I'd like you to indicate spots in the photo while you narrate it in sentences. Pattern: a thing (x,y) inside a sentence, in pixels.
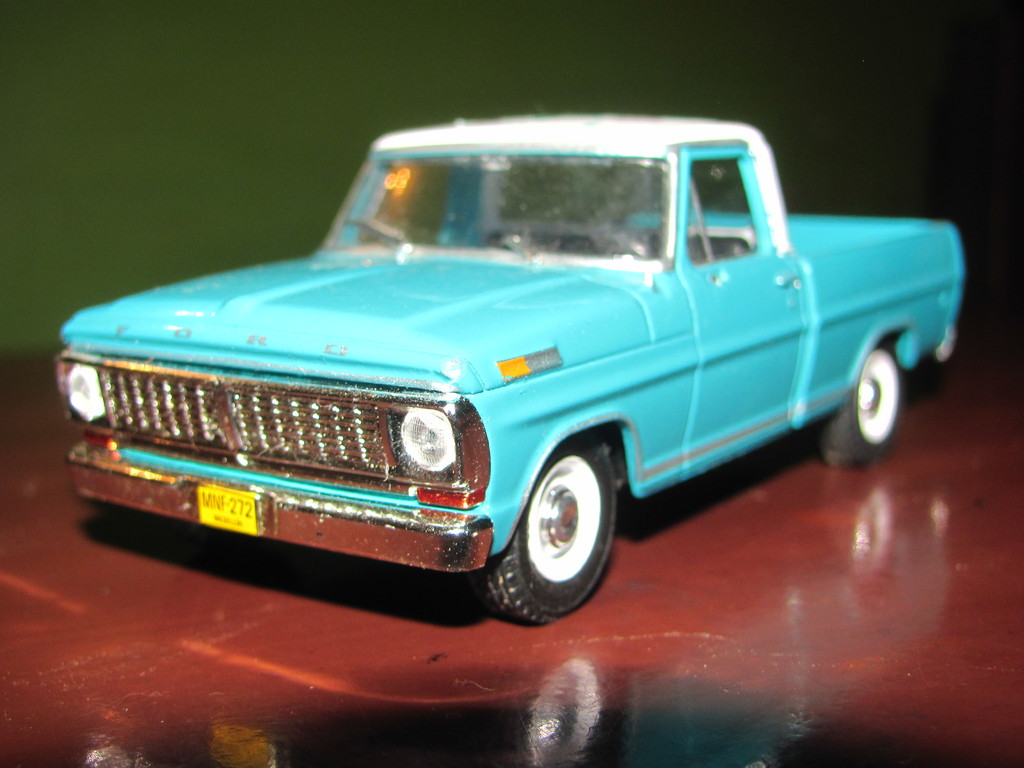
In this image there is a small blue color toy car (641,388) on the red color floor (603,635).
